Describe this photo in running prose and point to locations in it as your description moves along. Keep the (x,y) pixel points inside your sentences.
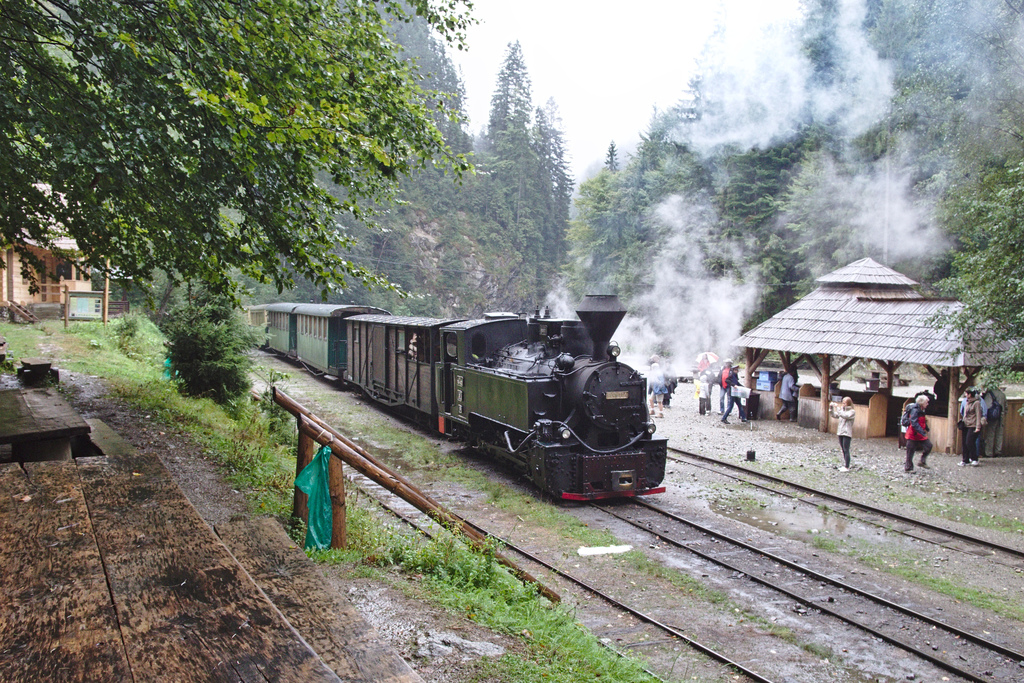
In the picture I can see a steam engine (592,445) on the railway track (650,514). There are wooden tables (134,479) and benches (329,608) on the left side (219,633). There are trees (185,156) on the left side (191,138) and the right side (992,172) as well. I can see a few people (973,456) on the right side (921,399). I can see a hut (929,343) on the right side (863,349). It is looking like a house (46,307) on the left side (69,246).
